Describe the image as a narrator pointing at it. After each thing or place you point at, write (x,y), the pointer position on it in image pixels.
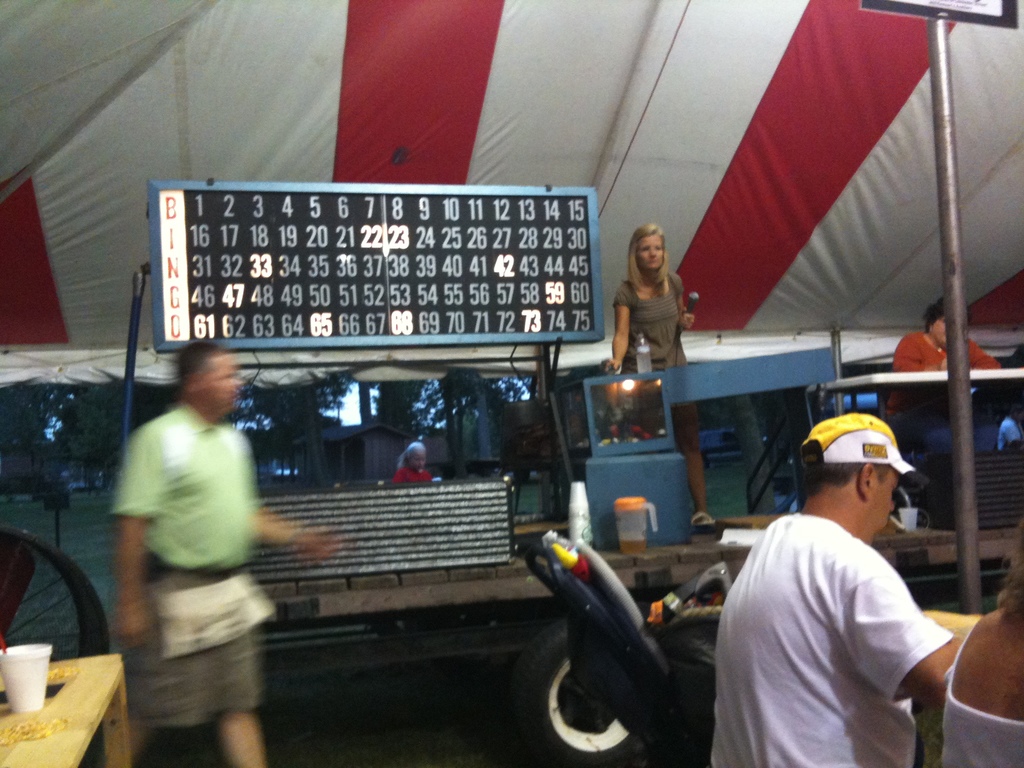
In this picture we can observe many members (793,551). Some of them were men (735,596) and some of them were women (654,359). We can observe a black color board (371,270) with numbers (237,243) on it. We can observe a fabric roof (448,107) which is in white and red color. There is a jar (633,525) on the wooden platform (643,561). In the background (363,408) there are trees (477,403) and a wooden house (362,449).
